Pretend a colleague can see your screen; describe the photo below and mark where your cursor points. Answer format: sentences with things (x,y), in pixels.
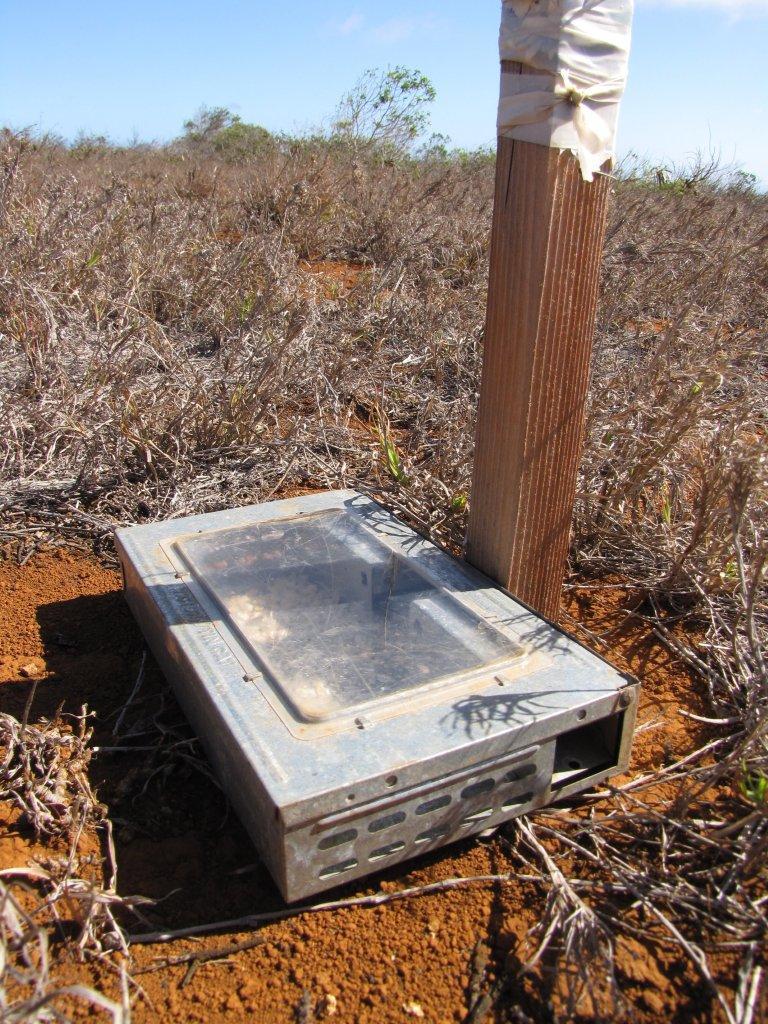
In this image there is an iron box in the middle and background (441,31) is the sky (358,25).
